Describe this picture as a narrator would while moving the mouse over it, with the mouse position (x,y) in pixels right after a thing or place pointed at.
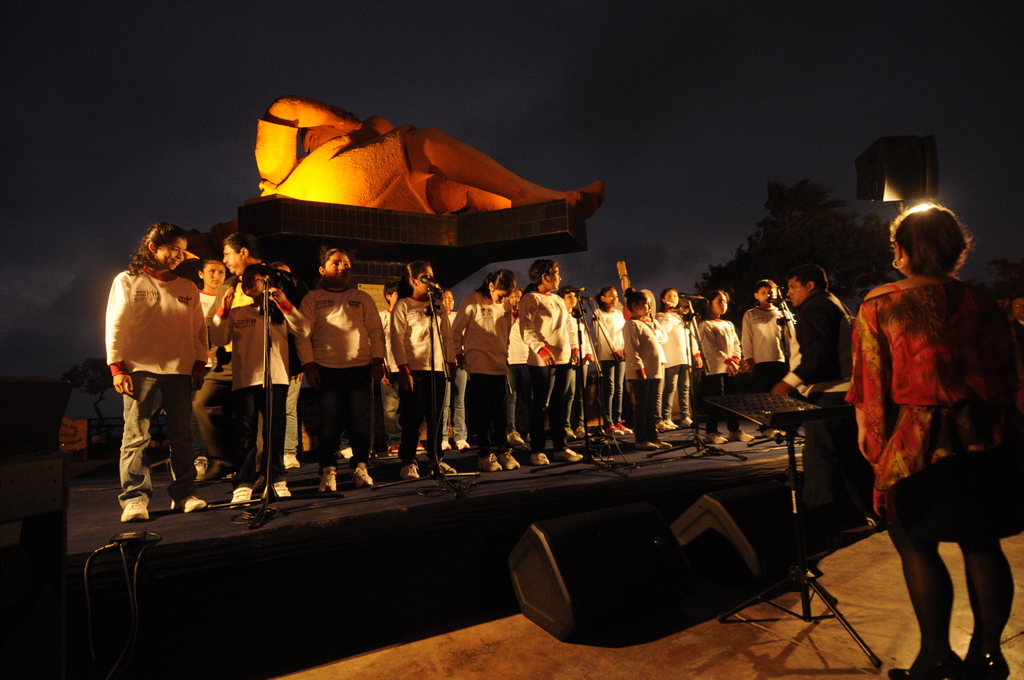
On this stage (594,449) we can see people (455,322), mics (686,309) and statue (435,155). Here we can see two people (946,272), speakers (727,518) and stand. Background (647,28) there are trees (814,250) and sky (849,196).
